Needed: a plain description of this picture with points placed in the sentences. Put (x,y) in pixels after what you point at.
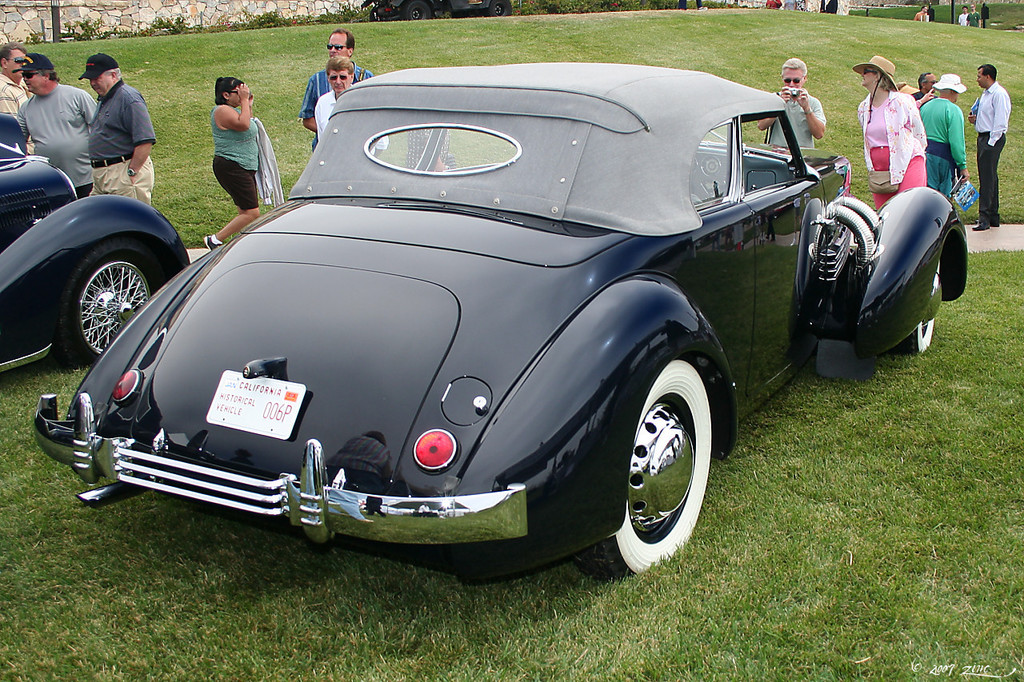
In this image we can see a few people (784,95), there are vehicles (824,176), one person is taking a picture using a camera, another person (989,127) is holding a book (967,183), also we can see the grass (523,46), and the wall (290,6).
